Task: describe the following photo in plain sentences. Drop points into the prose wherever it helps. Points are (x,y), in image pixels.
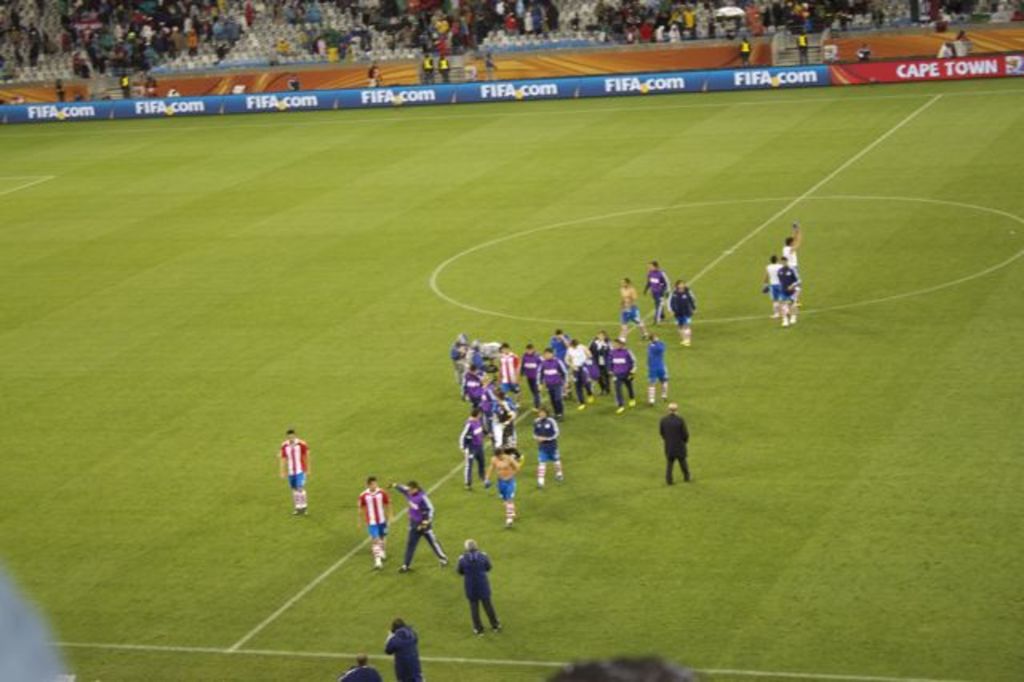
In this picture we can see a group of people (506,485) on the ground (440,490). At the top of the image (296,75), there are groups of people (395,39) and boards (374,95).
